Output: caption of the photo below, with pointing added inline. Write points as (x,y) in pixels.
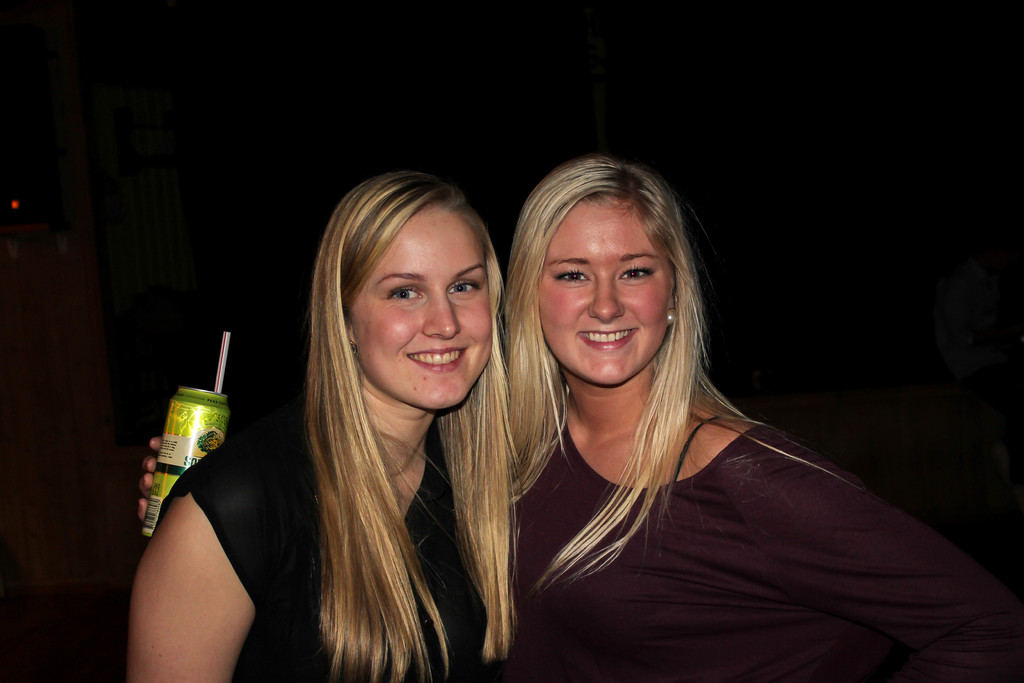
In this picture there are two women (343,331), they are smiling. The background (279,366) is dark.
